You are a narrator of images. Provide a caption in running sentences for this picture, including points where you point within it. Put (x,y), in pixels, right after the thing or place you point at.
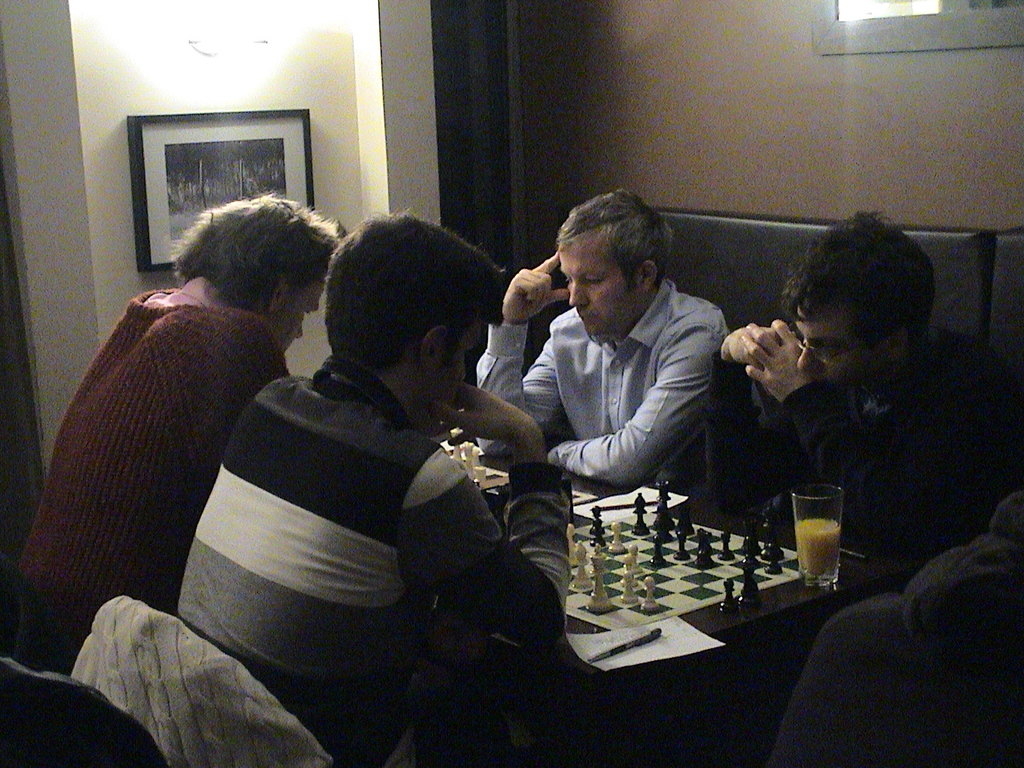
In this image I can see four people (273,498) are sitting on the chairs (316,762) around the table (753,626) and it seems like they are playing the chess (687,596). On the table (663,584) I can see chess board (698,568), one glass (826,538), paper (692,640) and one pen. In the background (623,64) I can see a wall (378,98) and one frame (189,165) is attached to that wall (47,263).
